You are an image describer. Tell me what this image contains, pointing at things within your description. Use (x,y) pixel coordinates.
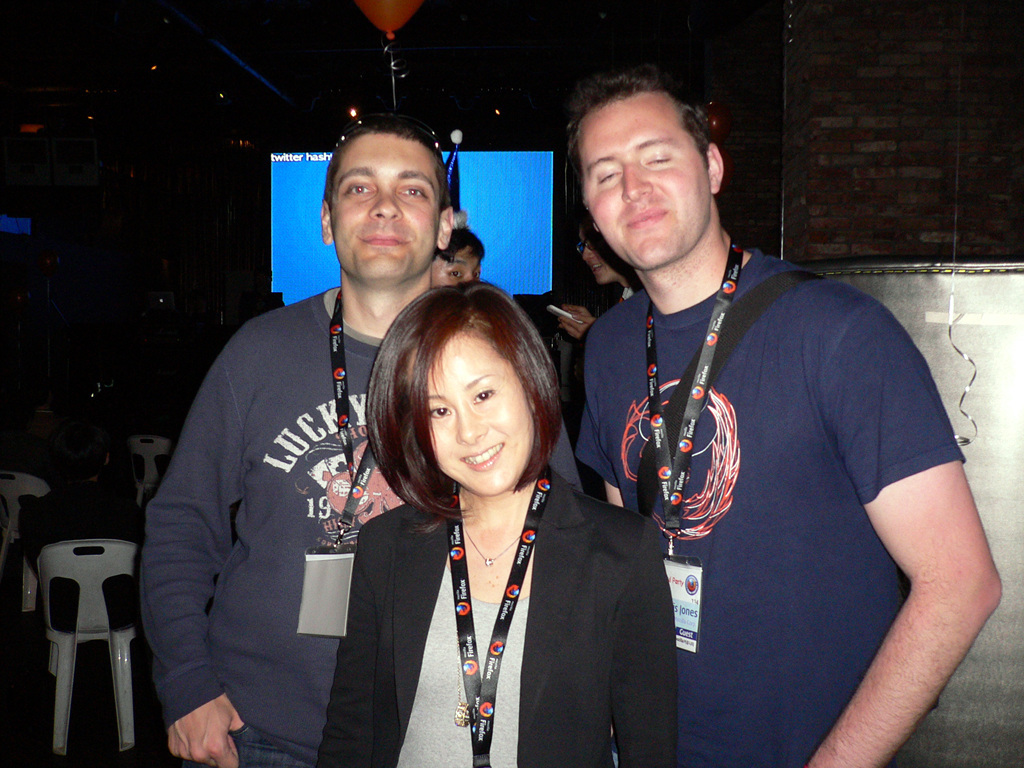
This is an image clicked in the dark. Here I can see two men (700,318) and a woman (485,501) standing, smiling and giving pose for the picture. At the back of these people (441,311) I can see two more persons (465,272). On the left side (76,449), I can see few people (86,496) are sitting on the chairs (98,617). In the background (491,217), I can see a screen (507,202) in the dark. On the right side (934,153), I can see a wall (894,172).
